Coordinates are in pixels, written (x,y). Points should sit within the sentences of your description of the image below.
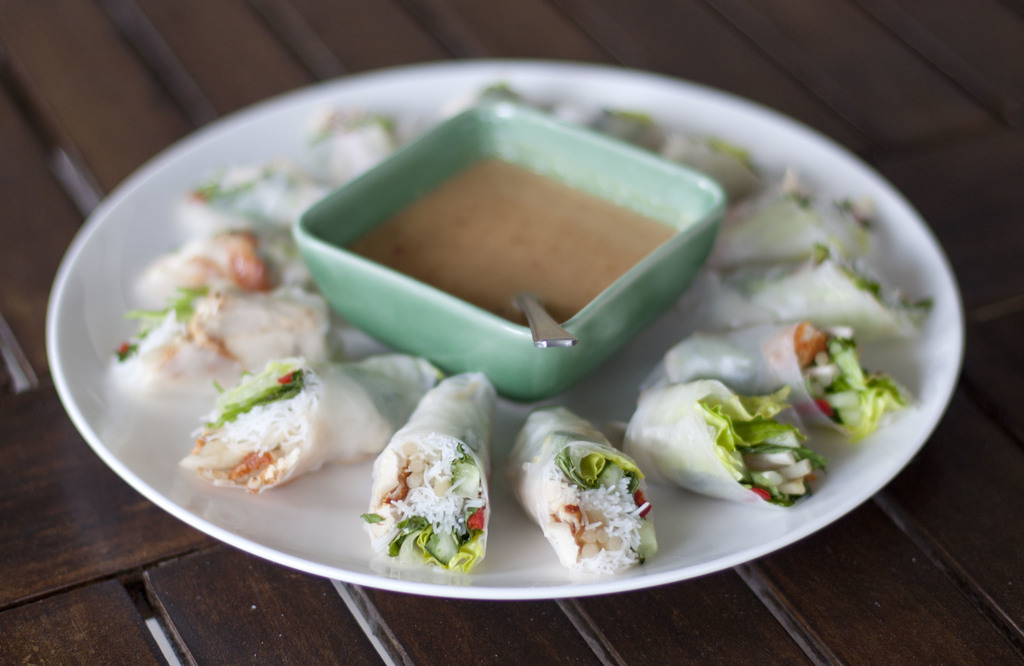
In this image we can see the food item (730,350) on the plate (119,458) and there is a bowl (568,349) on the plate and the plate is placed on the table (844,630).
